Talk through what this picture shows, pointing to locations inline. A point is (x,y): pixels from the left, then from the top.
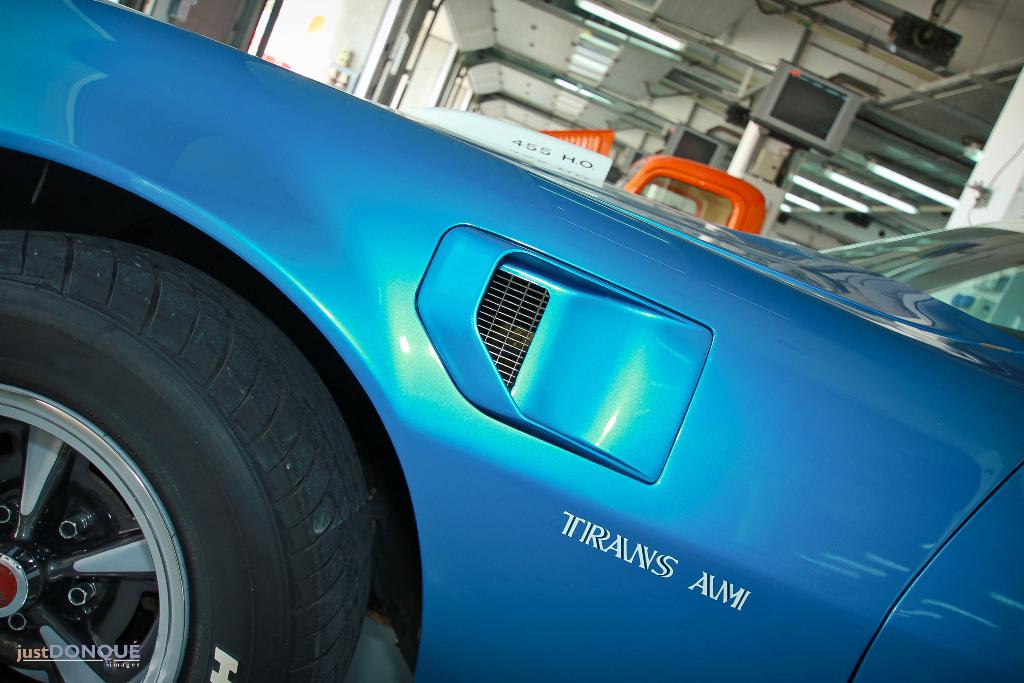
In this picture I can observe a blue color car (371,558). There is text (635,558) on the car (635,558). I can observe watermark (59,653) on the bottom left side (74,645). There is a television (785,109) on the right side (774,117). In the background (612,16) I can observe tube lights (660,39) fixed to the ceiling (588,79).
